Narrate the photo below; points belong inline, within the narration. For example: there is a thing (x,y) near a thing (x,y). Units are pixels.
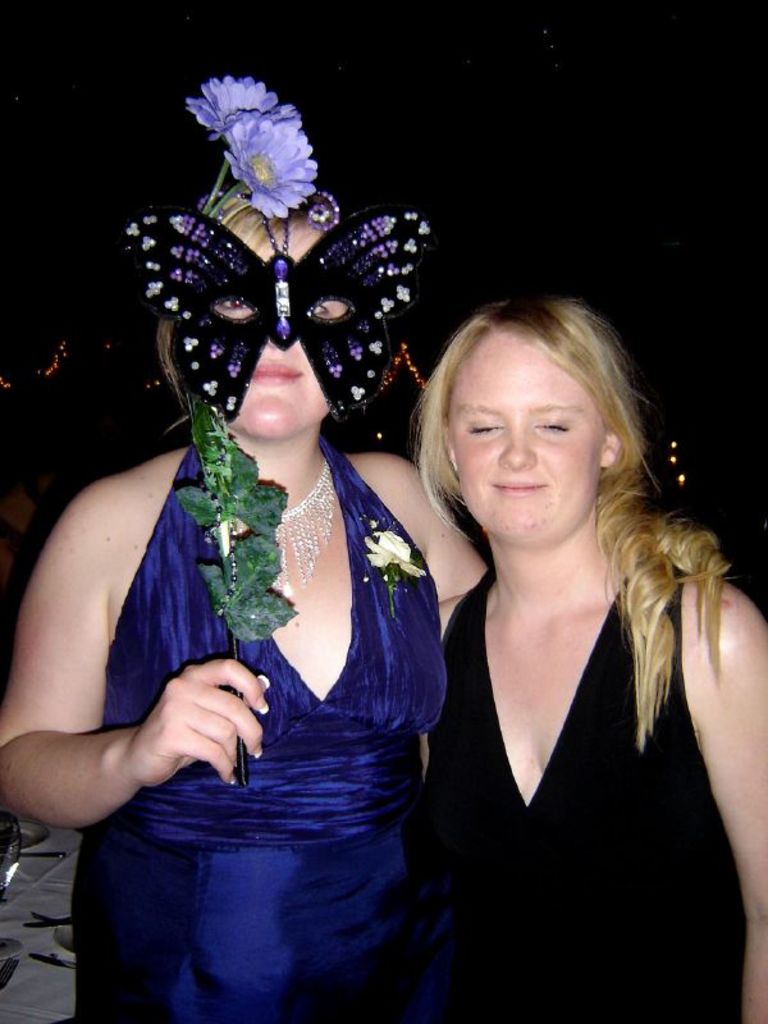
Here we can see two women (283,695). She wore a butterfly mask (294,268) and there are two flowers (245,83). There is a dark background and we can see lights (411,375).
